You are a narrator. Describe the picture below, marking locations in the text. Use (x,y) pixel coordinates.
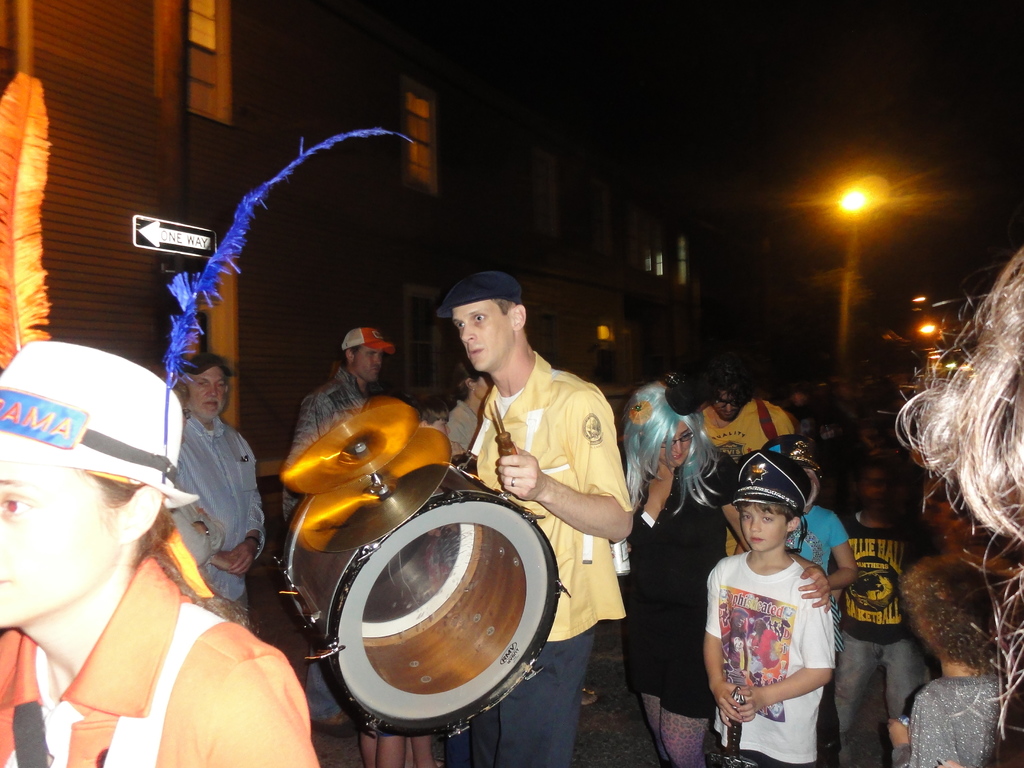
In this picture here is the building (345,157) and here is the window (412,174), and a person (477,353) standing on the road (587,732). playing musical drums (445,553). here are the group of people (672,447) and there were children (828,565) and a women (662,539), and here is the person (107,499) wearing feathers (215,287) on his head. here is the light (855,195) and here is the metal rod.
